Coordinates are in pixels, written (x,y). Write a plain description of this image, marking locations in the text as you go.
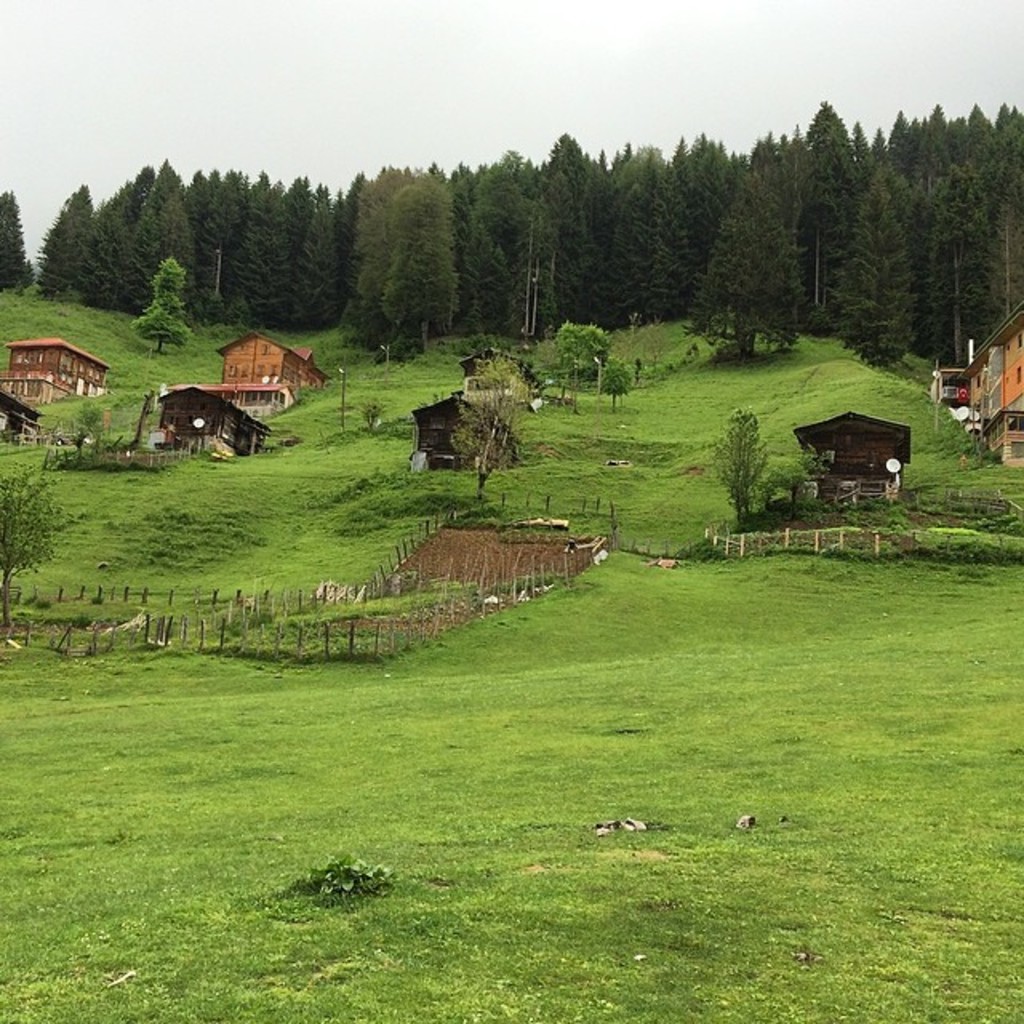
In this image I can see an open grass ground (524,677) and in background (21,537) I can see a number of trees (427,344) and few buildings (1014,370). I can also see few poles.
